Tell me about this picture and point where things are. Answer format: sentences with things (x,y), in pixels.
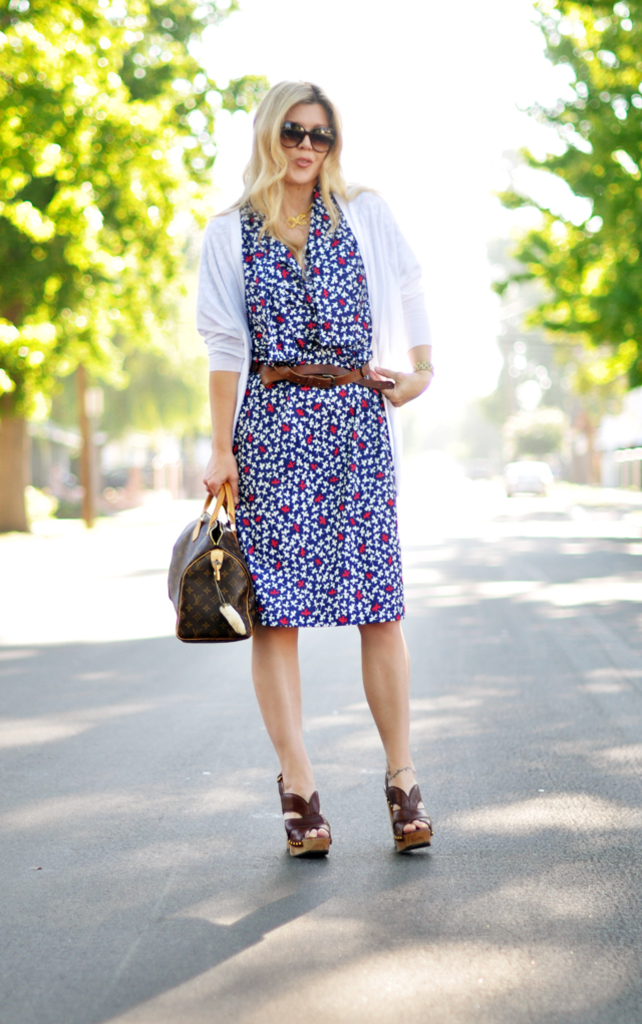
The woman (281,390) holding a bag (198,617) wearing dress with blond hair (275,143) stood on road (582,714) with trees (605,236) on either sides and car (513,473) in the behind.
